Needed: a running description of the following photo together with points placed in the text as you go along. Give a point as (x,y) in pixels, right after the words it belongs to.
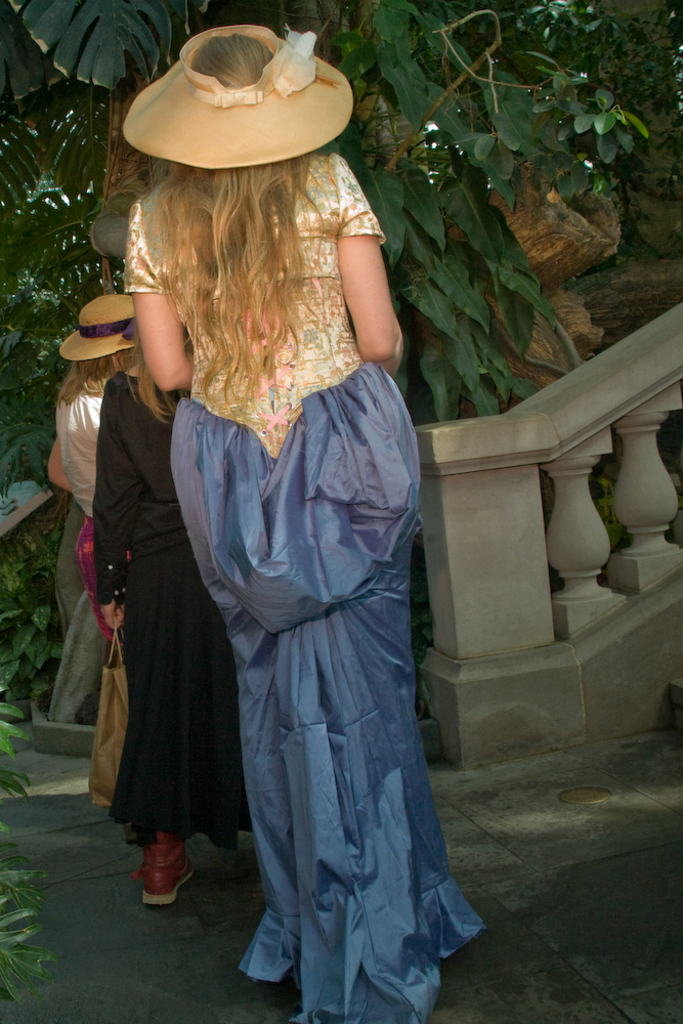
In the background (652,50) we can see leaves (652,50) and branches (589,209). In this picture we can see concrete railing (582,525) and people (166,362). We can see a person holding a carry bag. We can see few people (80,485) wearing hats (237,93).
